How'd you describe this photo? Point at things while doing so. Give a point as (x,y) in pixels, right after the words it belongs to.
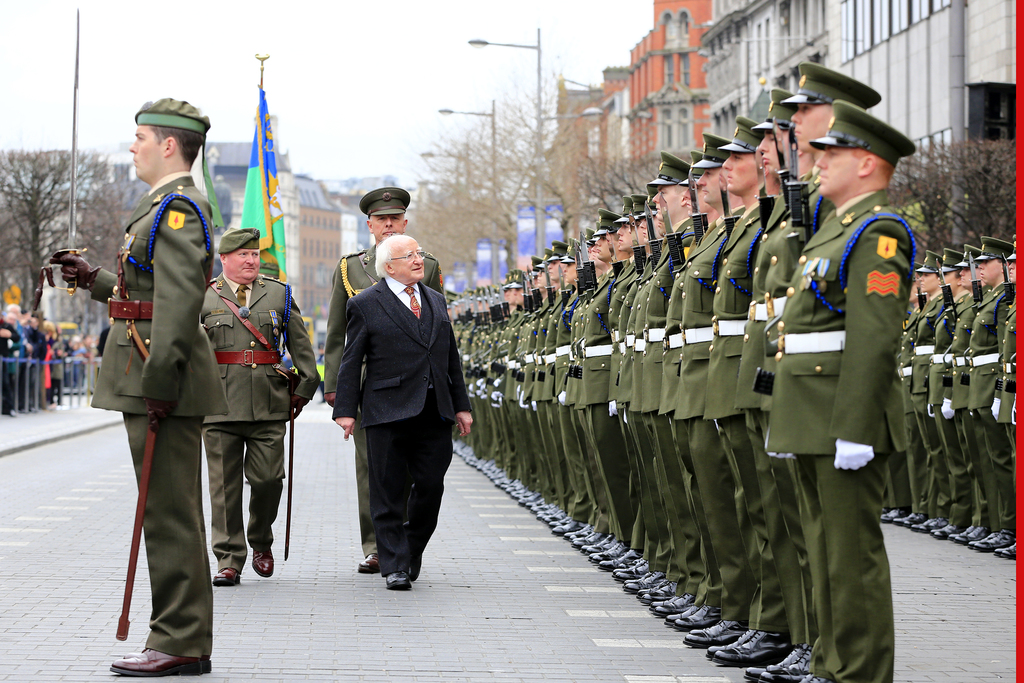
In the picture there are many soldiers (712,306) standing in a row and in front of them chief (402,293) is walking on the path (377,582) and there are two officers (240,316) behind him, in the background (30,310) there is a crowd (31,342) and some buildings (579,132) and trees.
